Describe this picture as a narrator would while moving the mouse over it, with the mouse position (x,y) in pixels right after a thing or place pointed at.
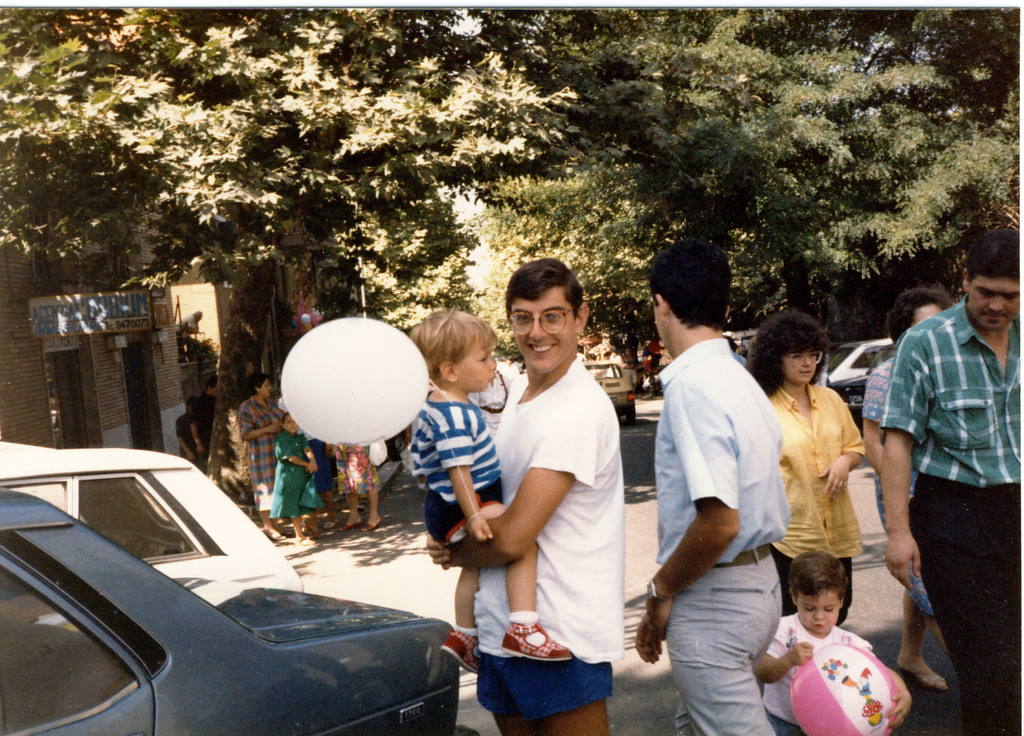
In this image we can see a group of people (616,452) standing on the road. In that two children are holding the balloons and a man (560,433) is carrying a child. We can also see some cars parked aside. On the backside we can see a building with a sign board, a group of trees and the sky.
